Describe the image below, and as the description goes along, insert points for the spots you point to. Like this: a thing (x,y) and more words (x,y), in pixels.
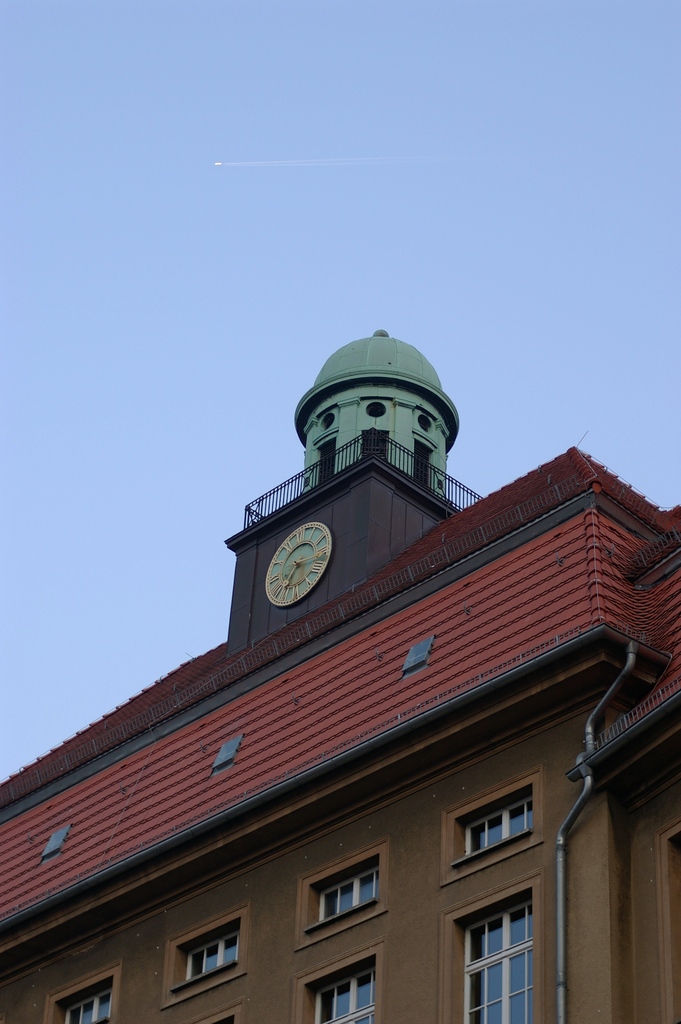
In the center of the image (349,585) a clock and a building (293,915), windows (477,934), grills (454,479) are present. At the top of the image (339,163) sky (385,178) is there.
